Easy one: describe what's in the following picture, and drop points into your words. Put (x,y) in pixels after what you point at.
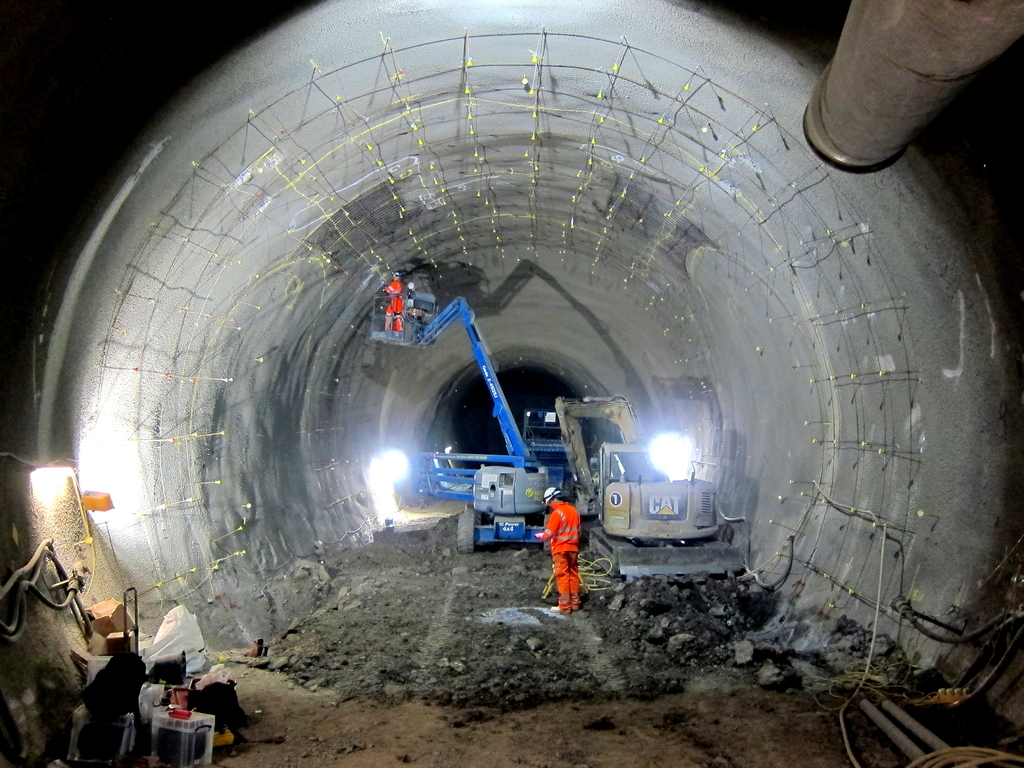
In this image, It looks like a tunnel (800,211), which is under construction. I can see a person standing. I think these are the cranes (475,350). Here is another person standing on the crane (410,321). At the bottom of the image (222,697), I can see few objects (166,671), which are kept on the ground (302,699). At the top right corner of the image (878,94), It looks like a pipe (892,73). The background looks dark.
